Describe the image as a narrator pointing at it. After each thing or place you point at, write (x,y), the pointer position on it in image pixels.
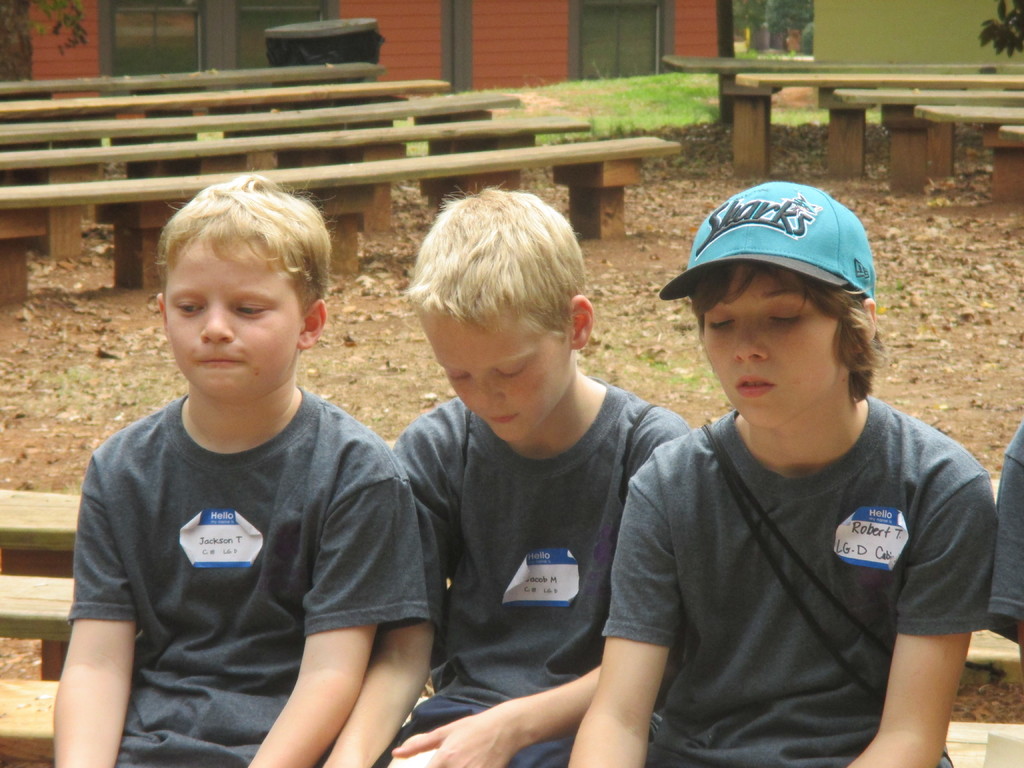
In this picture I can see 3 boys (487,482) in front (337,490) who are sitting and I see that these 3 of them are wearing same color t-shirts (516,525) and in the background (434,107) I see few wooden things (528,134) and I see the plants (9,27) and I see a building (591,30) on the left side of this image (212,26).
